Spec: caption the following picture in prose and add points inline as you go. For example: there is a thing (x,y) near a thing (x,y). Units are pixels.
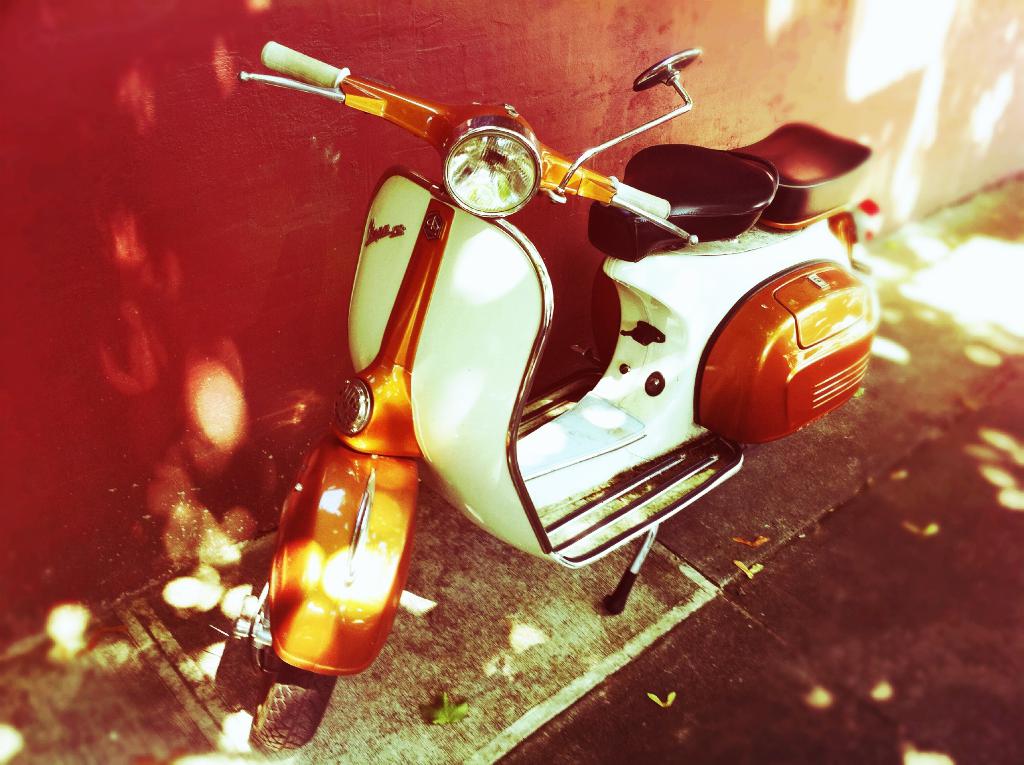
In this image we can see one Vespa vintage scooter (692,379) parked near to the red wall (953,20) and some leaves (747,573) on the surface (492,680).
